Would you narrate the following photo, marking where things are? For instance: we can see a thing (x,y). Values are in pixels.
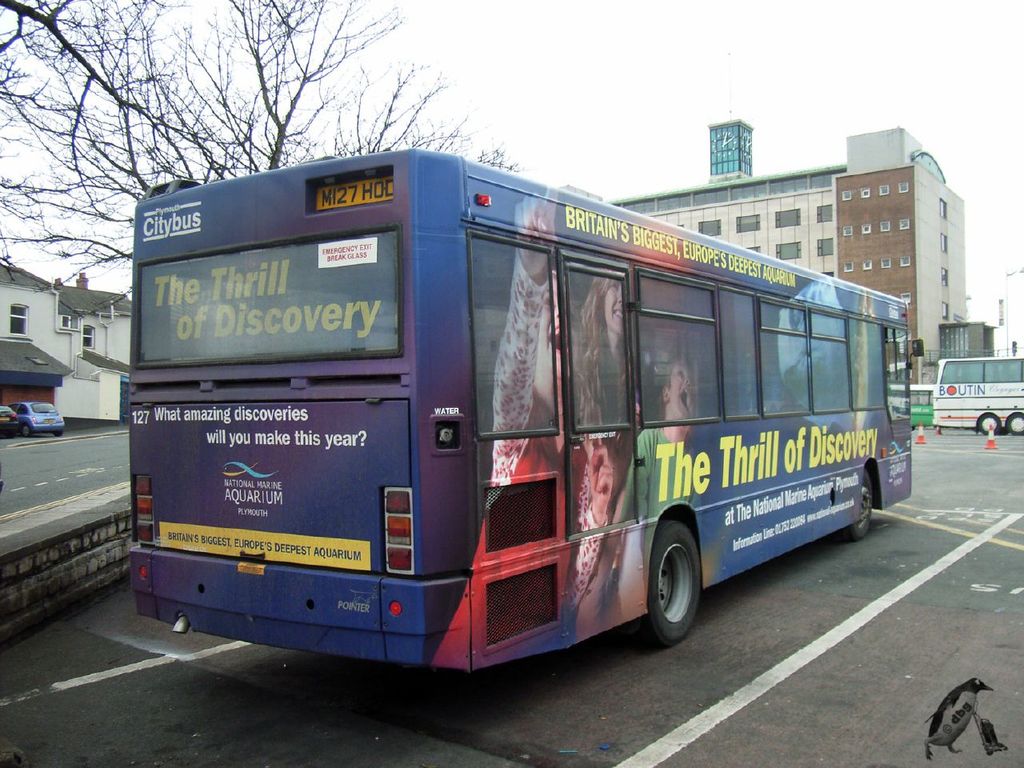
This is completely an outdoor picture. In this picture bus (572,404) is highlighted. On the left side of the picture (53,327) we can see few buildings (75,333) and few cars (25,427) parked over here. This is the divider (63,537) of the road (956,432). These are the traffic cones (990,442). here we can see a huge building (875,240). This is a bus (974,408). On the top of the picture (797,45) we can see a white sky (726,65) and it seems like a cloudy day. This is a bare tree (200,58) which is behind the bus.
